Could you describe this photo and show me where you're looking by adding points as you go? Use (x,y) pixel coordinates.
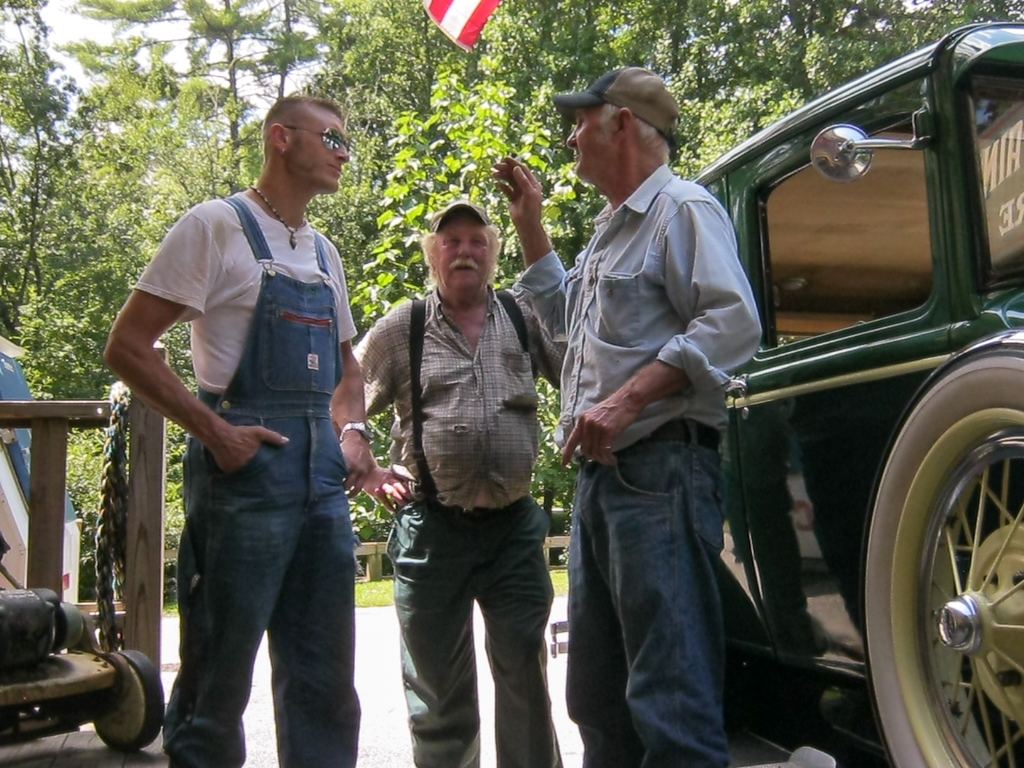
In this image there are three men (424,431) standing, there are two men (590,345) wearing a cap (463,213), there is a vehicle (920,389) towards the right of the image (906,328), there are objects (52,507) towards the left of the image (56,591), there is a flag (454,30) towards the top of the image (463,16), there are trees (414,133), there is the sky (94,40) towards the top of the image (128,39).
